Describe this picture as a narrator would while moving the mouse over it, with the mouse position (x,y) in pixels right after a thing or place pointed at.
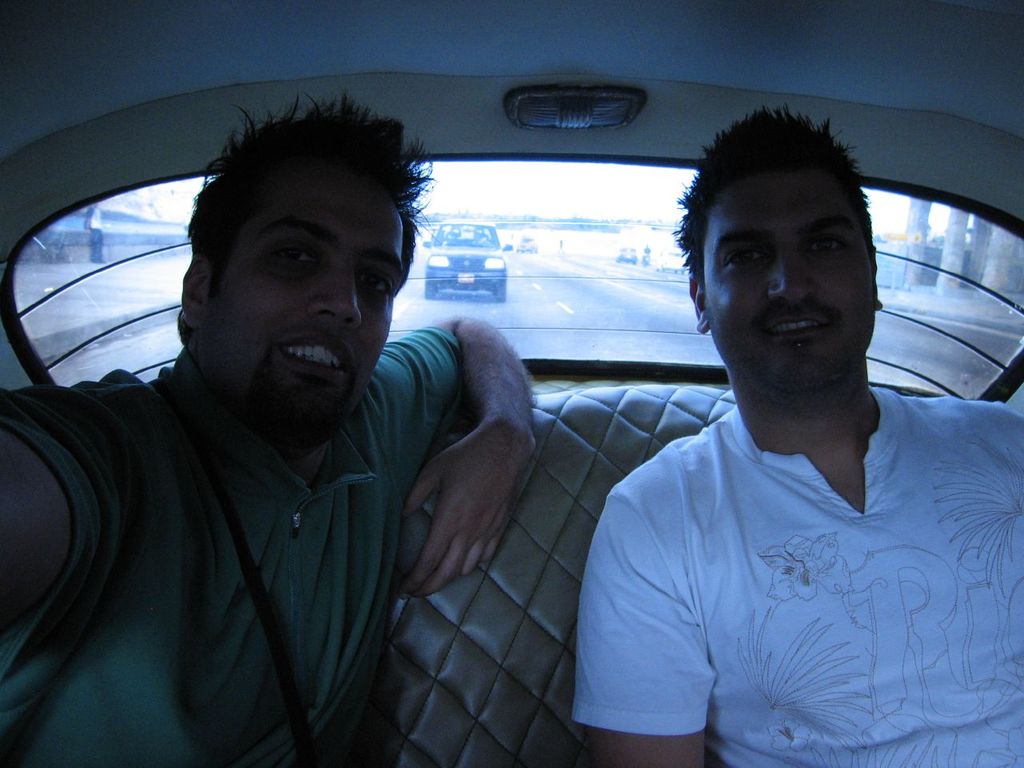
There are two men (899,518) sitting inside a vehicle (575,542) and we can see glass window (600,287), through this window (599,281) we can see car (503,299) on the road (541,287) and sky (436,203).
